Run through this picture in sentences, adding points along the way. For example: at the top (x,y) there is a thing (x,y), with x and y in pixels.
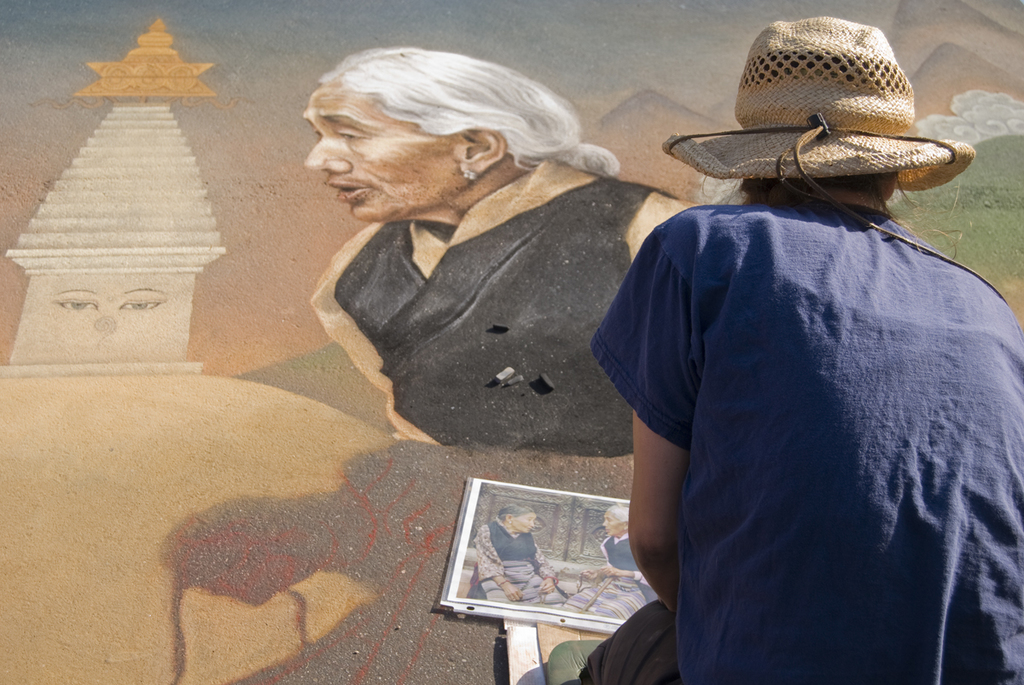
In this image I can see one person (738,305) in the front (785,420). I can see this person (735,377) is wearing a hat (882,143) and the blue dress (654,372). On the bottom side of the image (471,492) I can see a photo (613,596) of two persons (632,561). On the top side of the image (272,142) I can see the painting (210,52) of a woman (539,154) and few other things (965,77).
